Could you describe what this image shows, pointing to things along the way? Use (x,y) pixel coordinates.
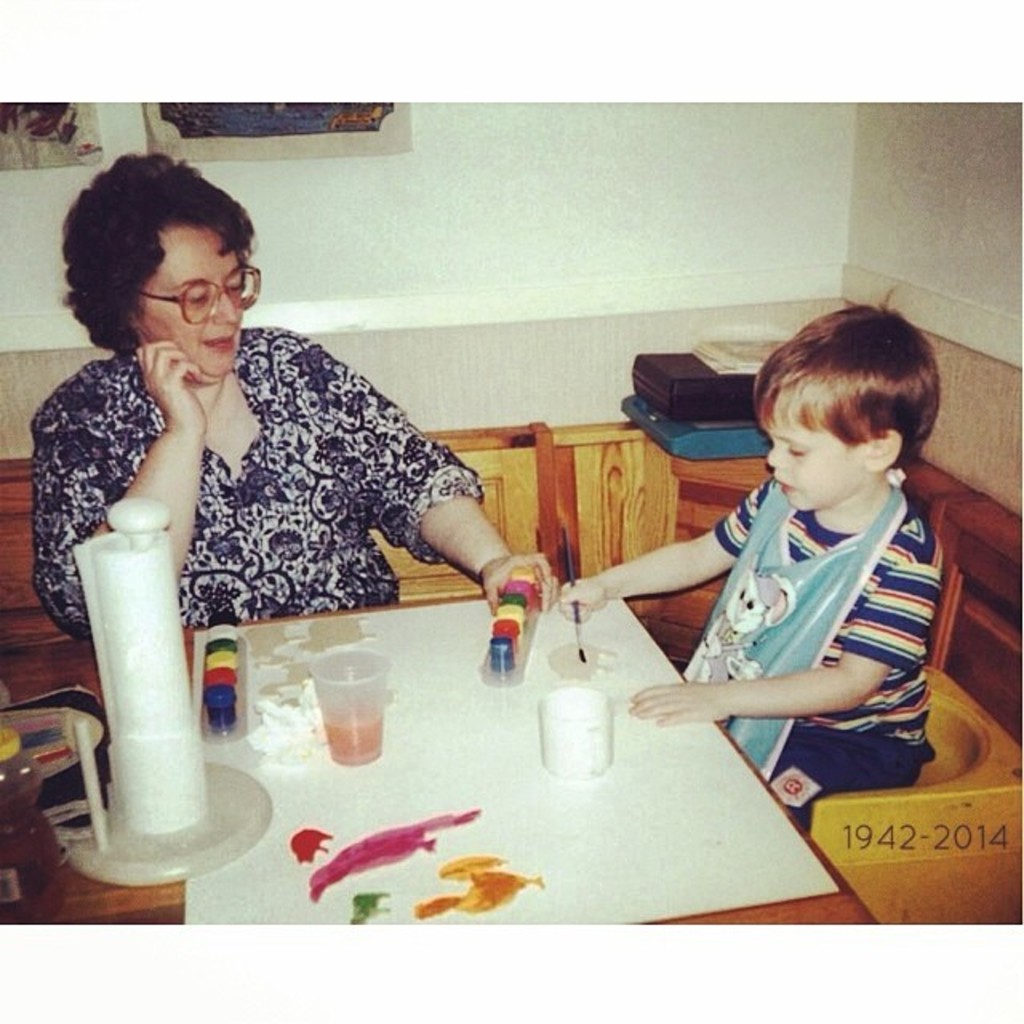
In this image there are two people (368,450). There is a woman (246,482) sitting behind the table (828,918) and she is holding the box (518,586) and there is a person (831,470) sitting on the chair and he is holding the brush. There are paint boxes (237,658), glasses (320,660), chart (340,626) on the table (74,890). At the back (259,125) there are frames (67,125) on the wall (333,185). At the back (709,436) there is a device (672,422) on the table (688,467).
